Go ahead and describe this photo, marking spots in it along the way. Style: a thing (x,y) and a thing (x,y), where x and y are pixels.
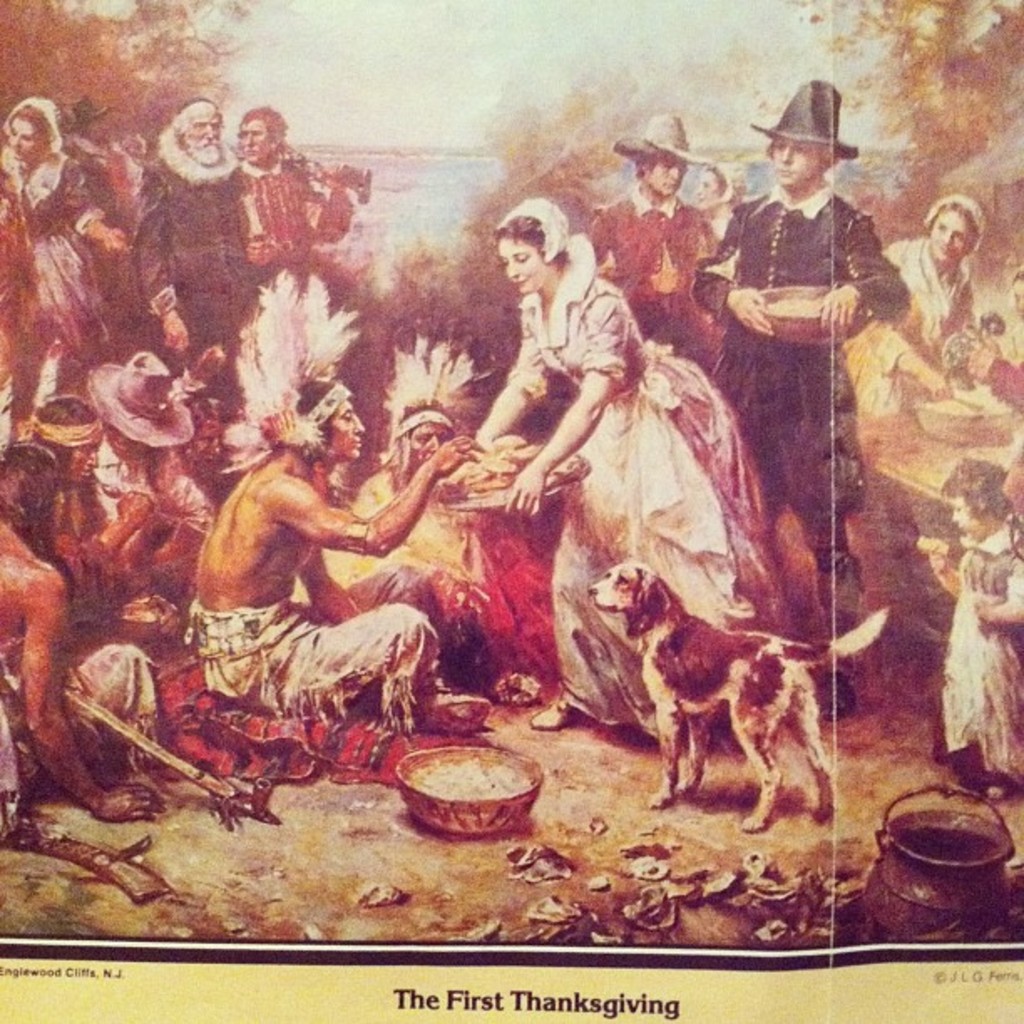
In this image, we can see a poster (684,798). In this poster (635,767), we can see a group of people (308,654). Few people (1005,711) are standing. Here a woman (613,424) is holding an object (500,495). At the bottom (829,844), we can see a dog (657,689) is standing on the ground (724,808). At the bottom of the image (27,967), we can see some text (415,1000).
